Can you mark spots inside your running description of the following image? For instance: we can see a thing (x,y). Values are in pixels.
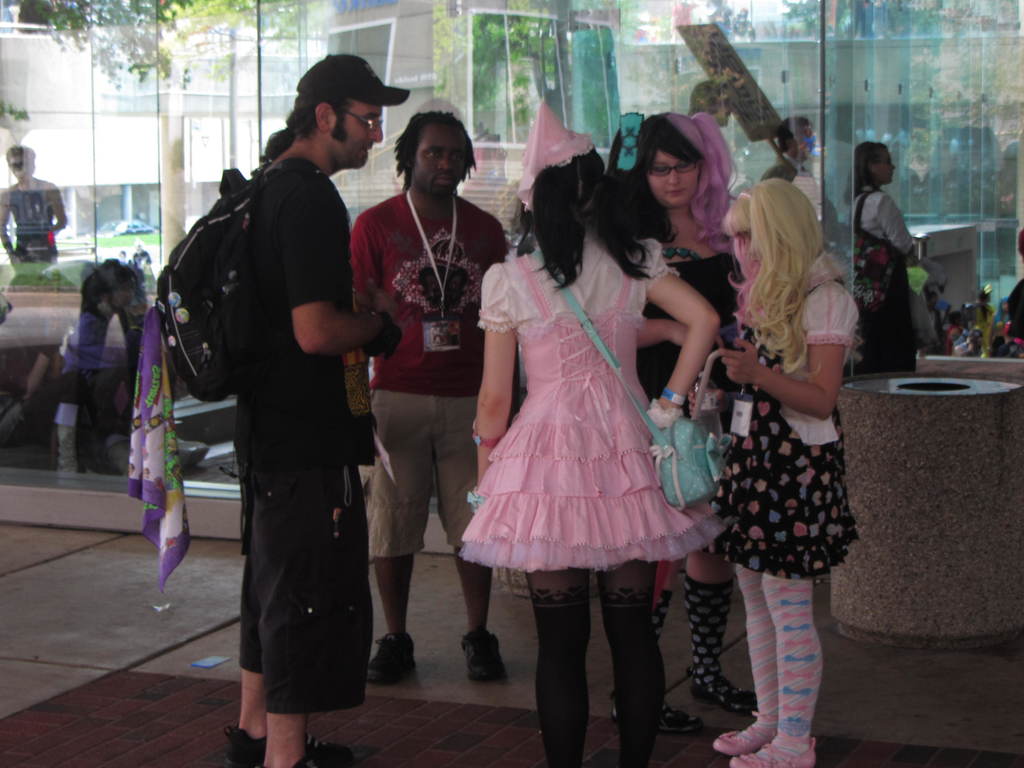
In the middle of the image (609,416) few people (447,179) are standing and holding something. Behind them there is a glass wall (117,205). Through the glass wall (116,170) we can see some trees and buildings (981,226) and vehicles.
